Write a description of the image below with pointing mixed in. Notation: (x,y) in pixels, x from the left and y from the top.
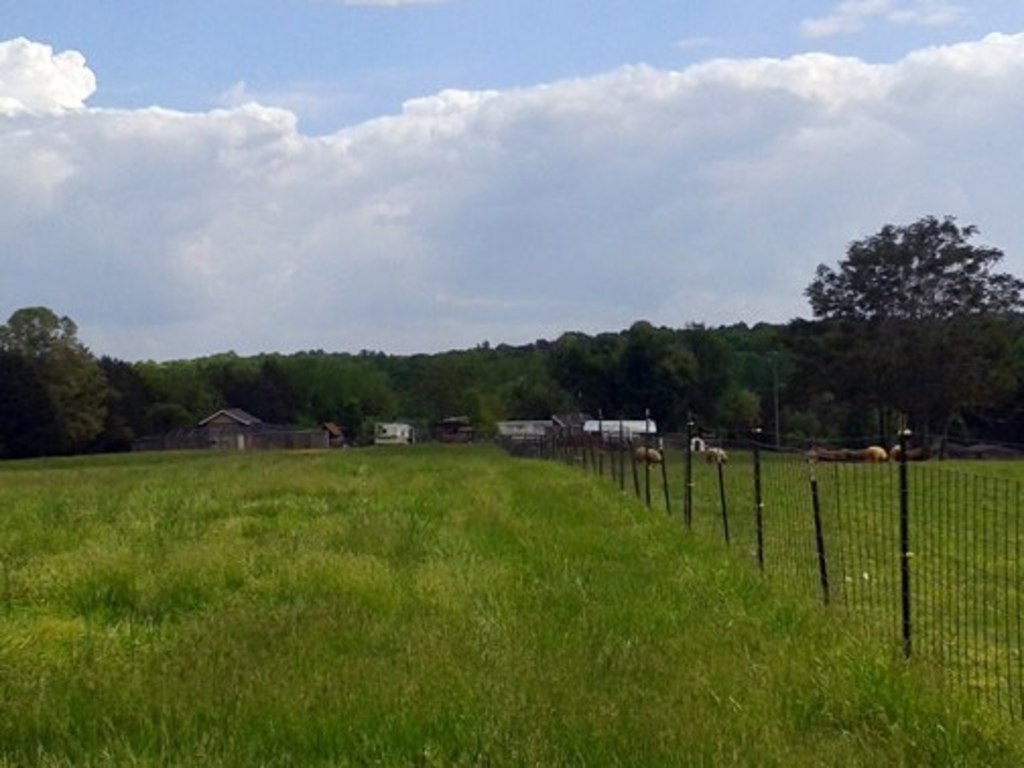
In this image we can see trees (746,367), plants (519,460), houses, fencing (718,490), animals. In the background (445,64) we can see sky (394,72) and clouds (392,269).
